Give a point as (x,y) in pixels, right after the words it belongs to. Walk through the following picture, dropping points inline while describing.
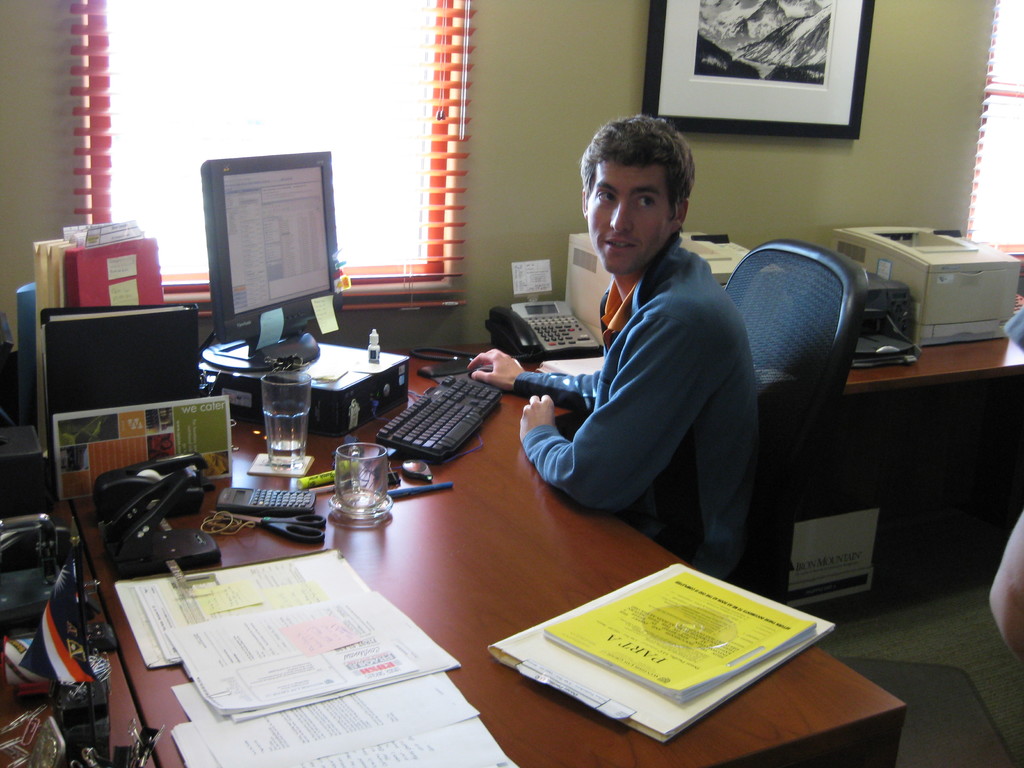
In this picture we can see a man (604,189) sitting on a chair (770,341) and smiling, table (848,691) with papers (249,672), writing pad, book (714,681), calculator (254,497), scissors (254,517), glasses (364,490), monitor (310,241), keyboard (428,416), mouse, telephone (532,313), printers (962,254) on it and in the background (700,166) we can see windows (251,10) and a frame (763,65) on the wall (883,99).
